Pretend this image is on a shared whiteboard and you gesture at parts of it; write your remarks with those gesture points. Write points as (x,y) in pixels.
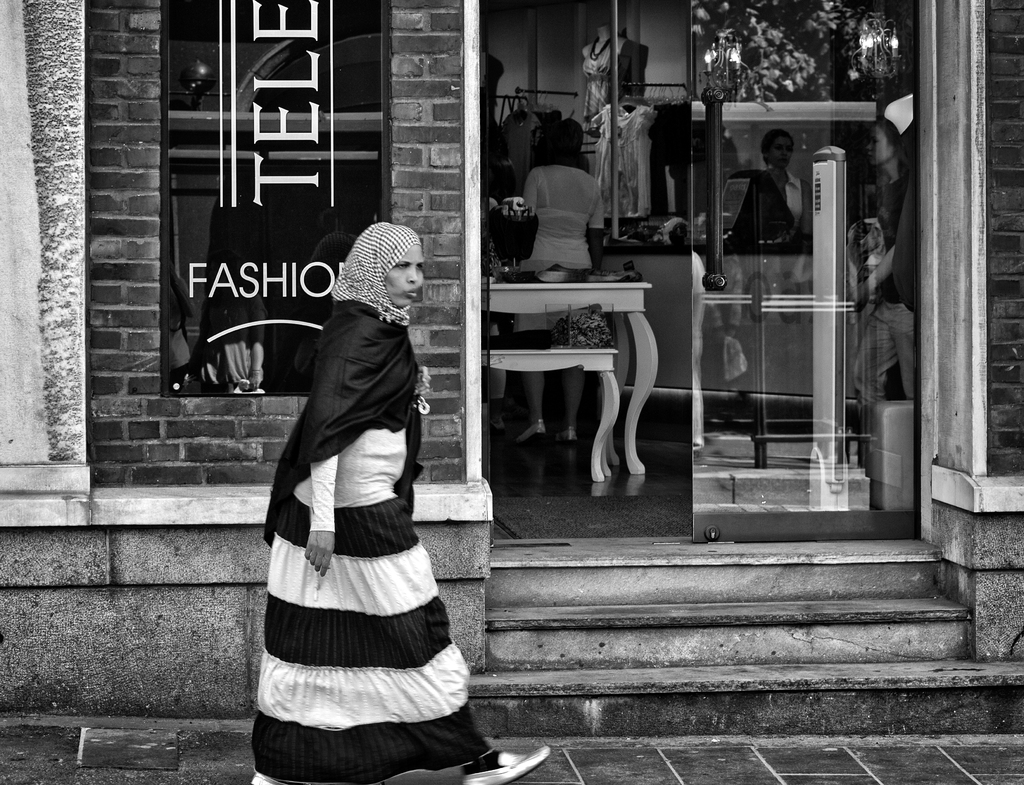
This picture shows a woman (379,446) walking and we see a store (471,274) where we see few people (573,149) standing and few clothes (589,70) hanging and a table (617,288).
